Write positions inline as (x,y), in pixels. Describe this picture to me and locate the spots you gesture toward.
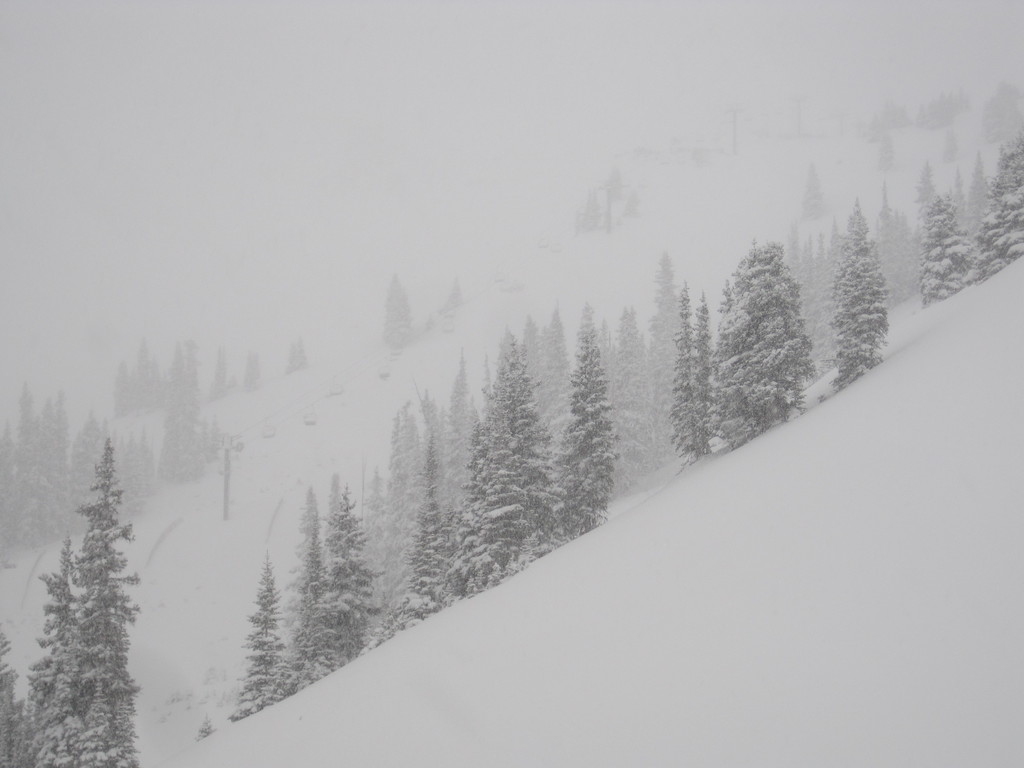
At the bottom of the picture (666,665), we see the snow (621,698). In the middle of the picture (533,445), we see the trees (493,483) which are covered with the snow (504,407). In the background (630,365), we see the trees (390,308) which are covered with the snow (391,345). In the background (250,272), it is white in color.
